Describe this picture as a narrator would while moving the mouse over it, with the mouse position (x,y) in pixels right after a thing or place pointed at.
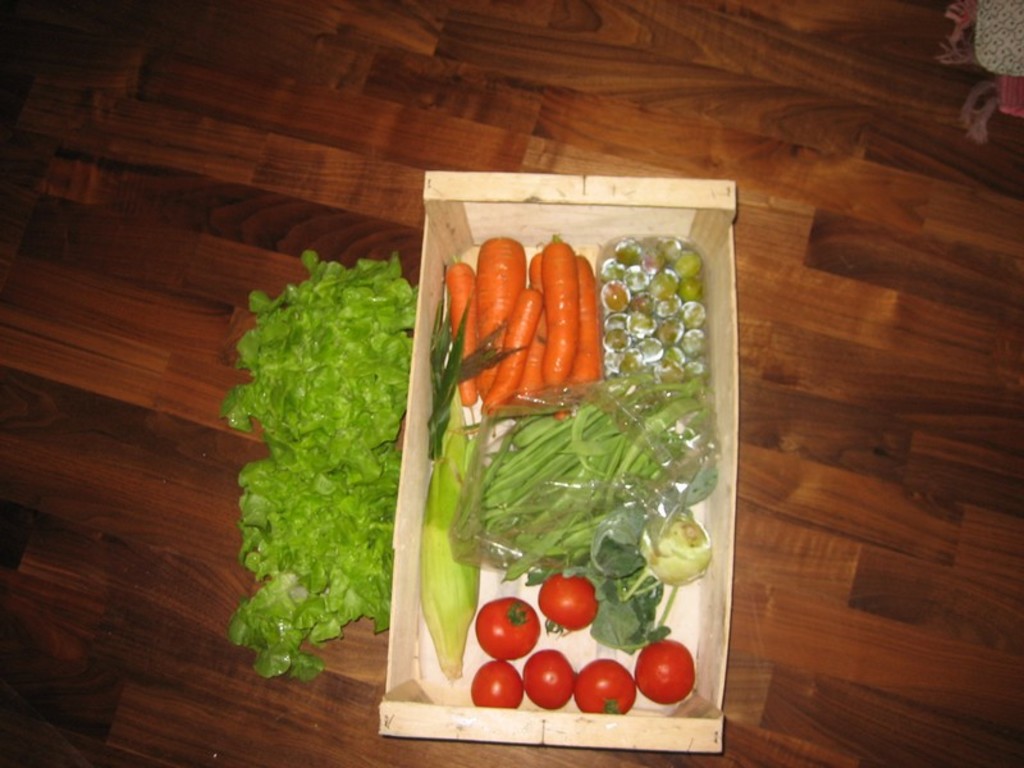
This image consists of vegetables (525,394) which are in the center (598,442).
